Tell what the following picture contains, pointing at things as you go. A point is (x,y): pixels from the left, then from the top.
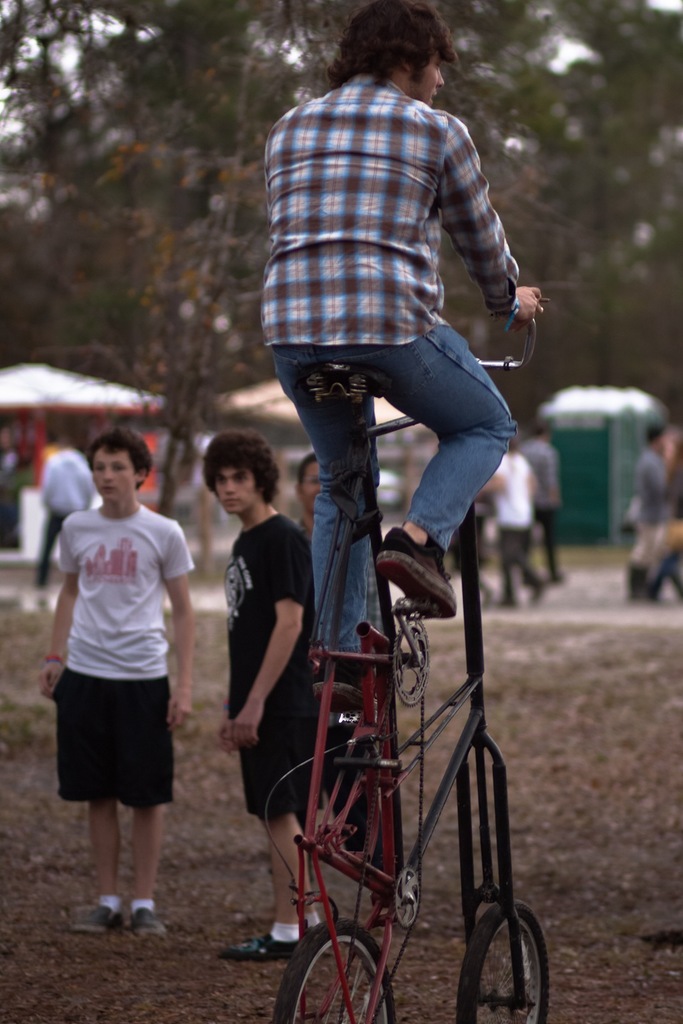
In the middle of the image (446,381) a man (389,122) riding a bicycle (284,1023), Behind him few person (644,490) are walking. Bottom left side of the image (101,861) few men (129,490) are standing. At the top of the image (587,176) there are some trees (225,220).
